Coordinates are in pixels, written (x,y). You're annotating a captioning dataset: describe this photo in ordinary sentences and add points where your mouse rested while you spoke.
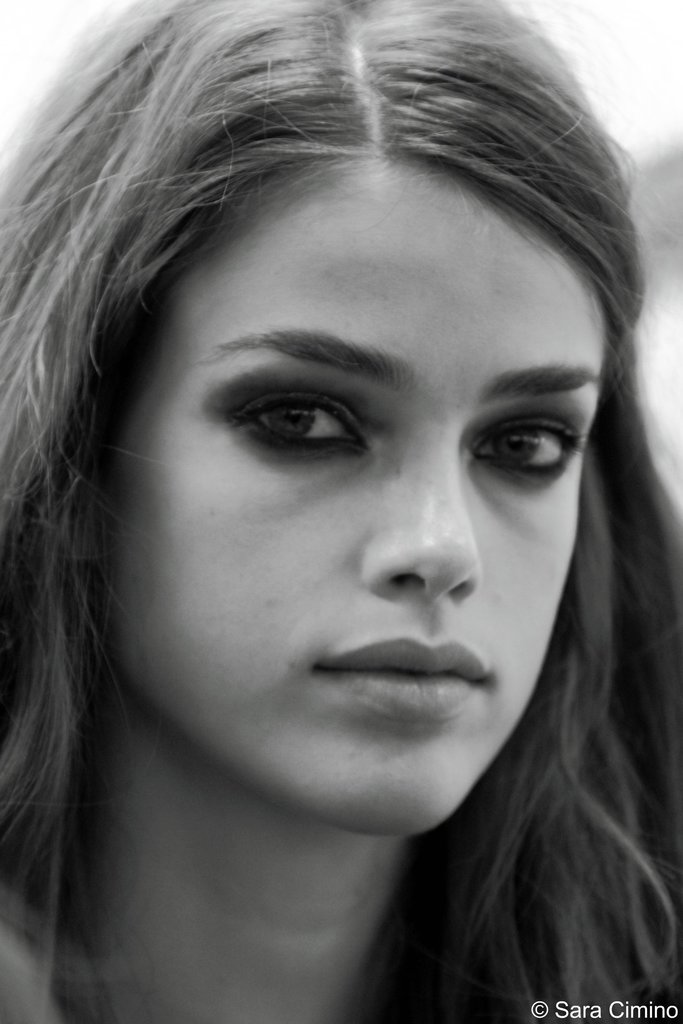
In this image I see a woman's face (297,468) and I see the watermark (612,1011) over here and I see that this is a black and white image.
